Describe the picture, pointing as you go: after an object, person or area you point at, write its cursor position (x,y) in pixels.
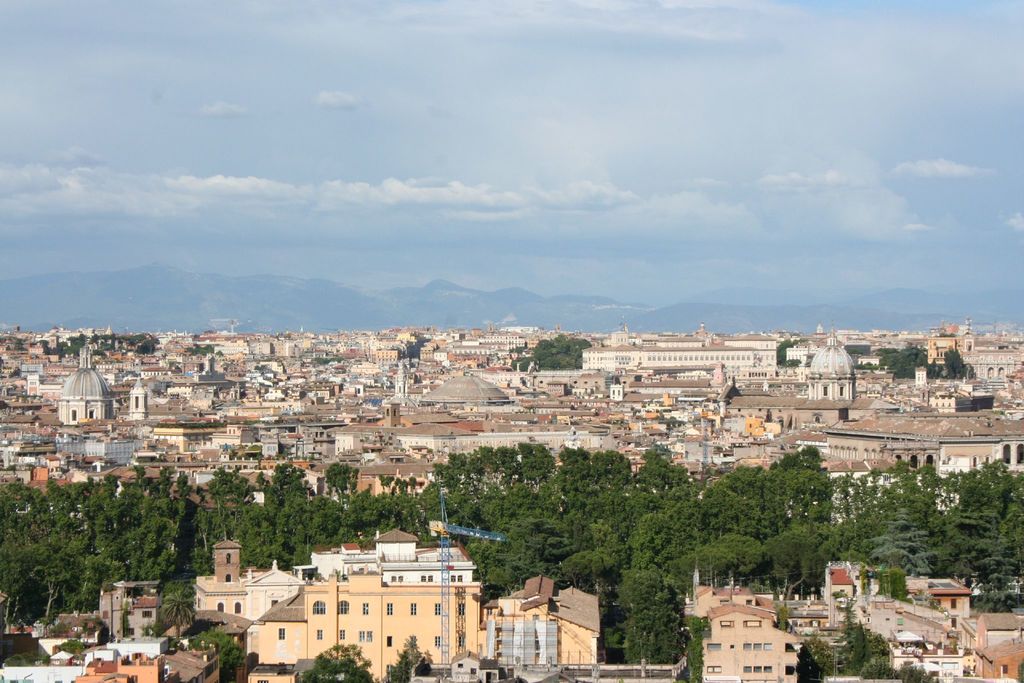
In the picture we can see some house buildings (906,629) with windows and behind it, we can see many trees (112,554) and behind it also we can see many houses (740,350), buildings (686,350) and far away from it we can see the hills (710,318) and the sky (534,252) with clouds (435,250).
